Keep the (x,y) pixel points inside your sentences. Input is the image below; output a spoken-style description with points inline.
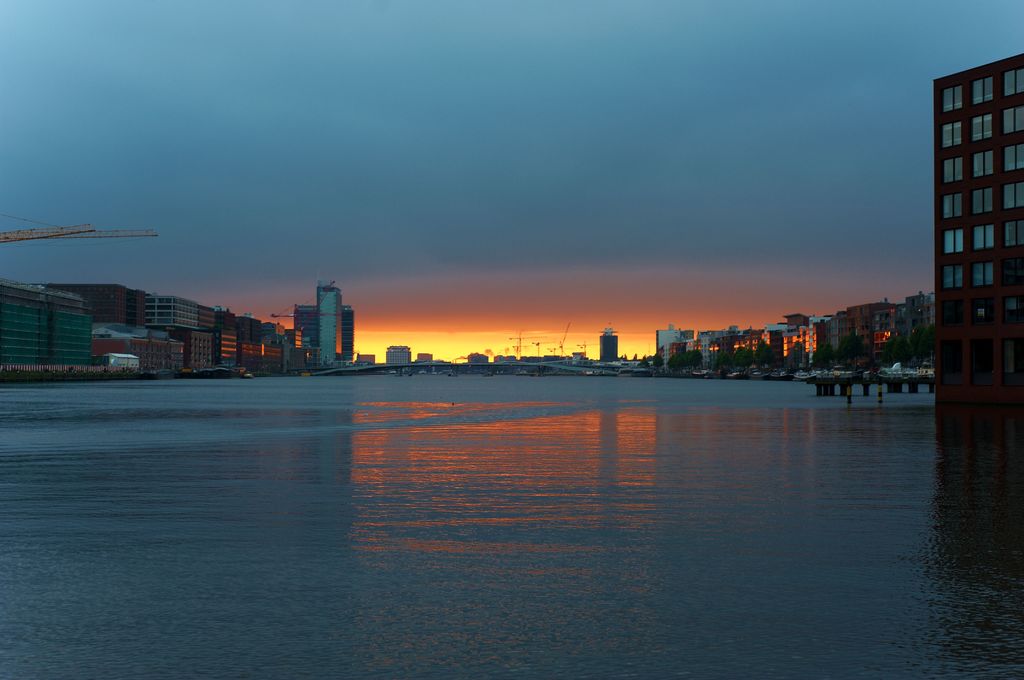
In this image there are buildings (711,344). Right side (912,385) there is a bridge (856,381). Bottom of the image (415,525) there is water (310,497). Right side (921,348) there are trees (688,358). Top of the image (571,182) there is sky (615,224). Left side (140,232) there is a crane (59,238).
